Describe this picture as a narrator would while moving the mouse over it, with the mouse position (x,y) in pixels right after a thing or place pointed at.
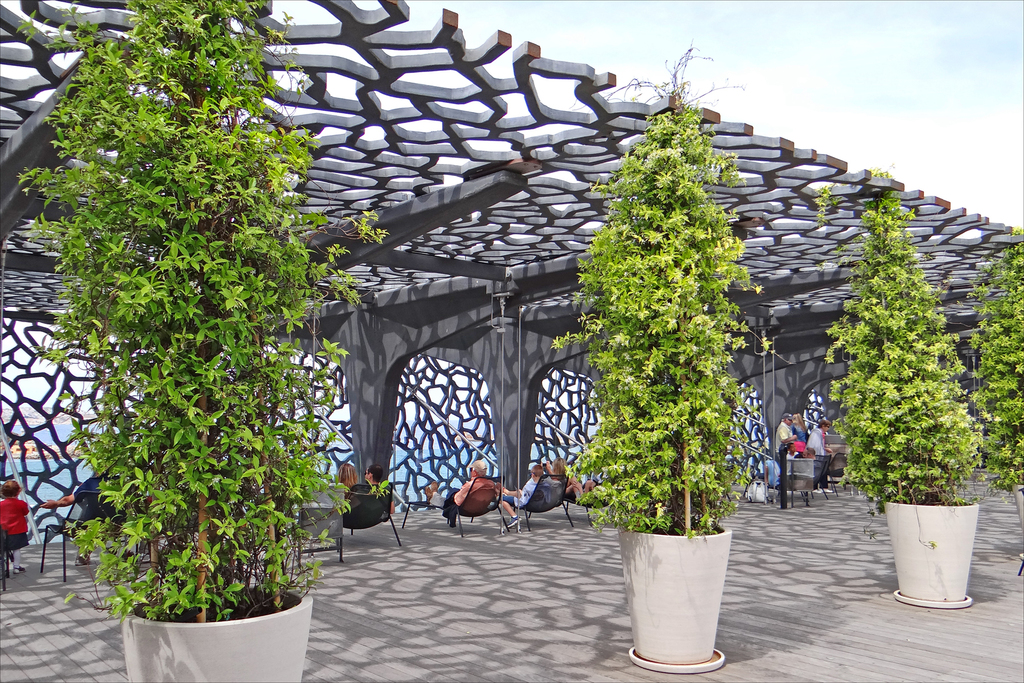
In this picture I can see trees (648,490), pots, people (537,480) sitting on chairs (351,499) and some other objects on the ground (784,571). In the background (884,92) I can see the sky (878,81).
